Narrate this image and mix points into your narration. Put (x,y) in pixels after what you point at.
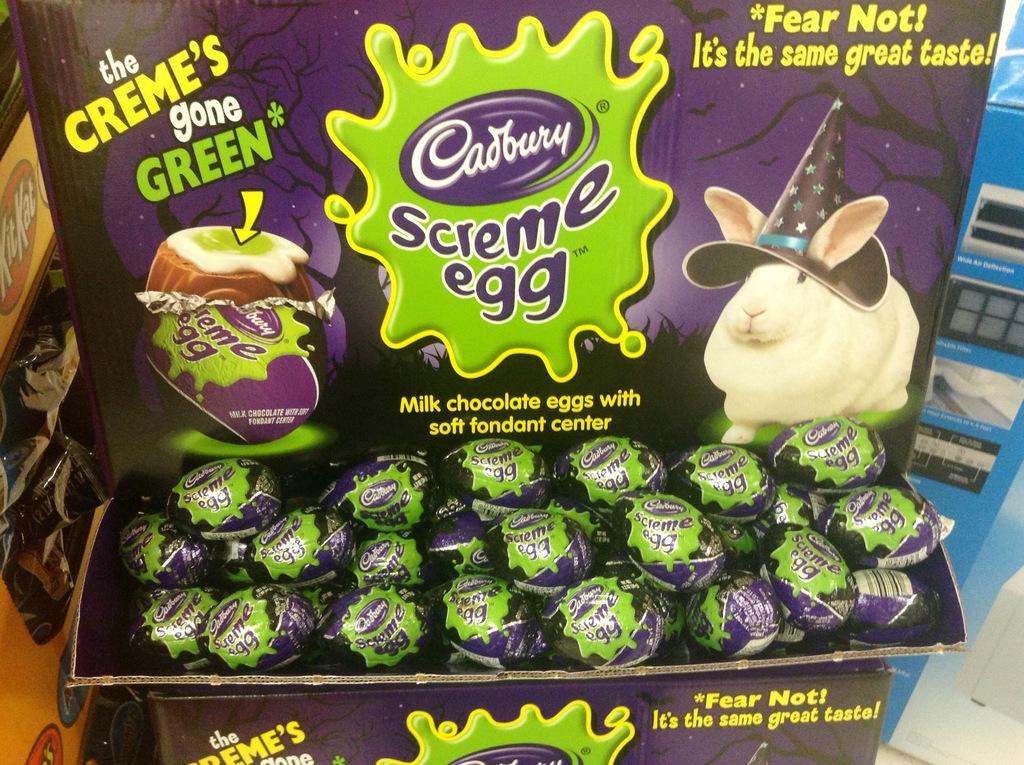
In this image, I can see a bunch of chocolates (566,518) placed in the box (108,660). This looks like a hoarding (897,142).
